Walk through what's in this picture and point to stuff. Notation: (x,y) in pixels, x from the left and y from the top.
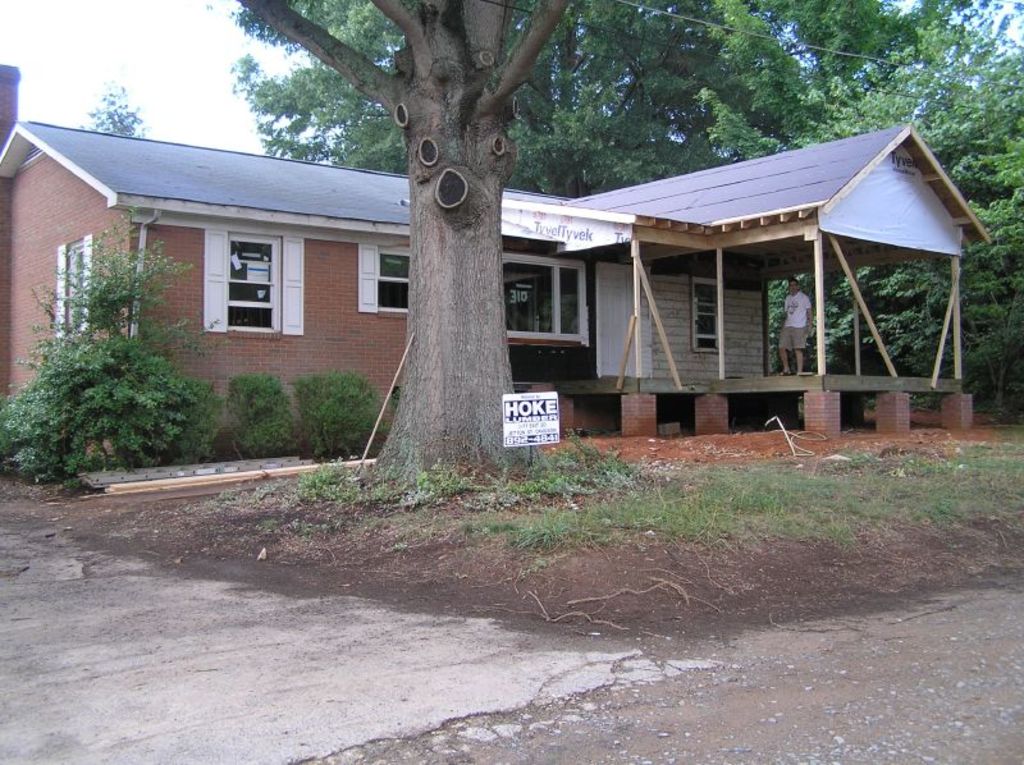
In this image I can see a house (561,262), windows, trees (454,377), wires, white color board (527,431) and something is written on it. One person (789,319) is standing and the sky (189,39) is in white color.
